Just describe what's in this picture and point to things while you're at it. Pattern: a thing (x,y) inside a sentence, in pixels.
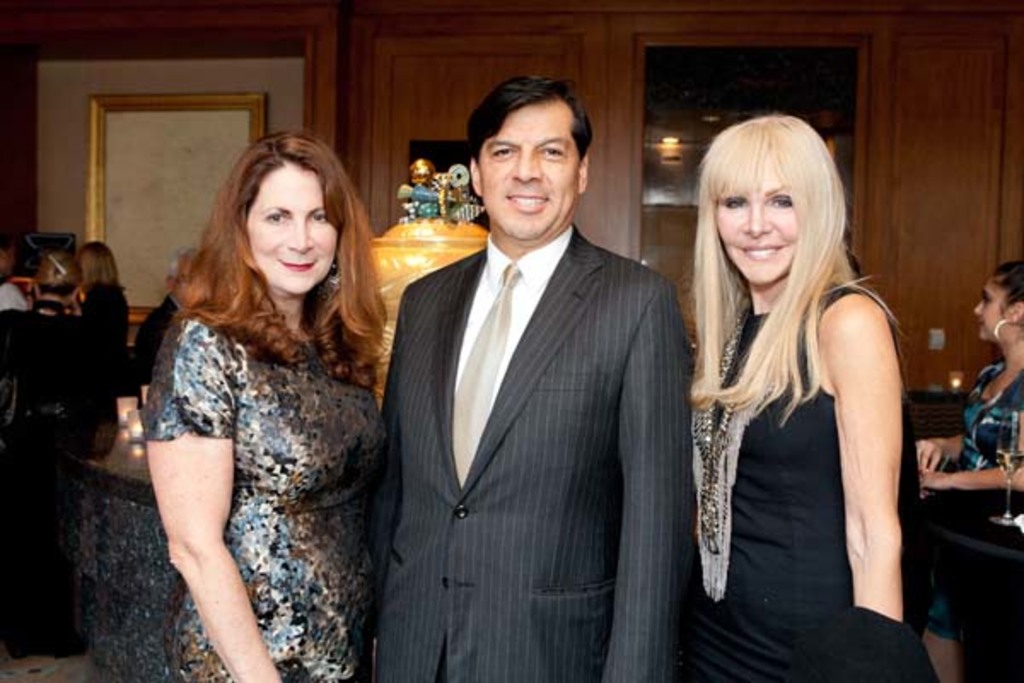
There are people (761,315) standing and smiling. In the background (54,260) there are people (99,261) and we can see glass (1007,512) on the table (1011,611), candles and object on the surface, frame (197,106) on a wall (344,27) and glass (647,169), through this glass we can see light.
